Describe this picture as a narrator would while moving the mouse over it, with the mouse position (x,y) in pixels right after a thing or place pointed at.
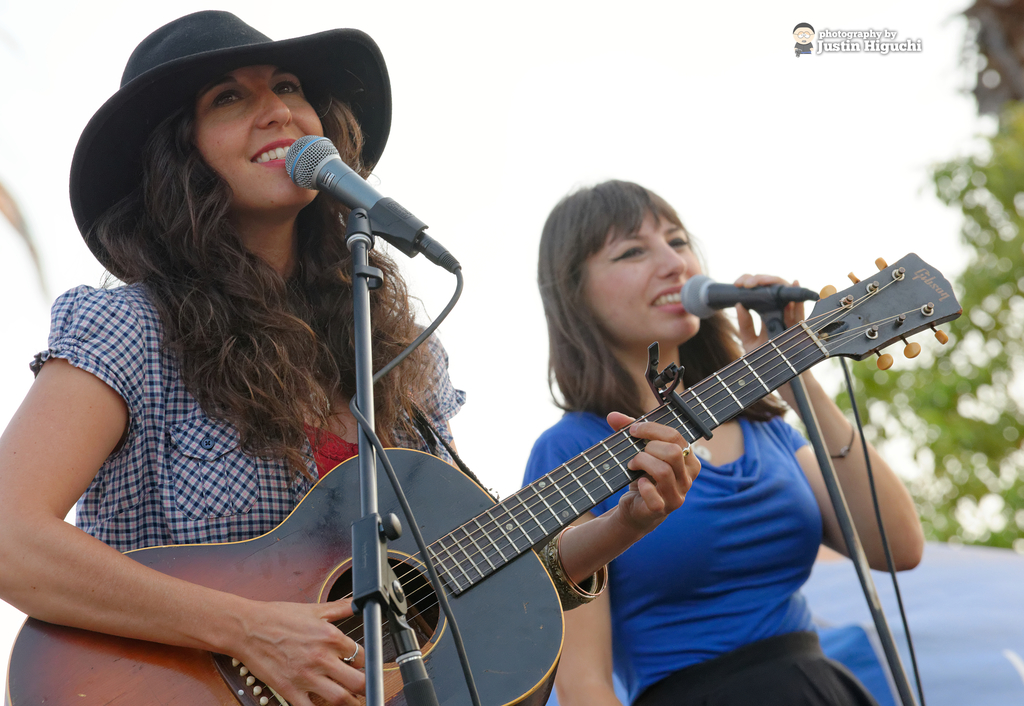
There are 2 women (304,458) standing and playing guitar (285,576) and singing on the microphone (735,300).
